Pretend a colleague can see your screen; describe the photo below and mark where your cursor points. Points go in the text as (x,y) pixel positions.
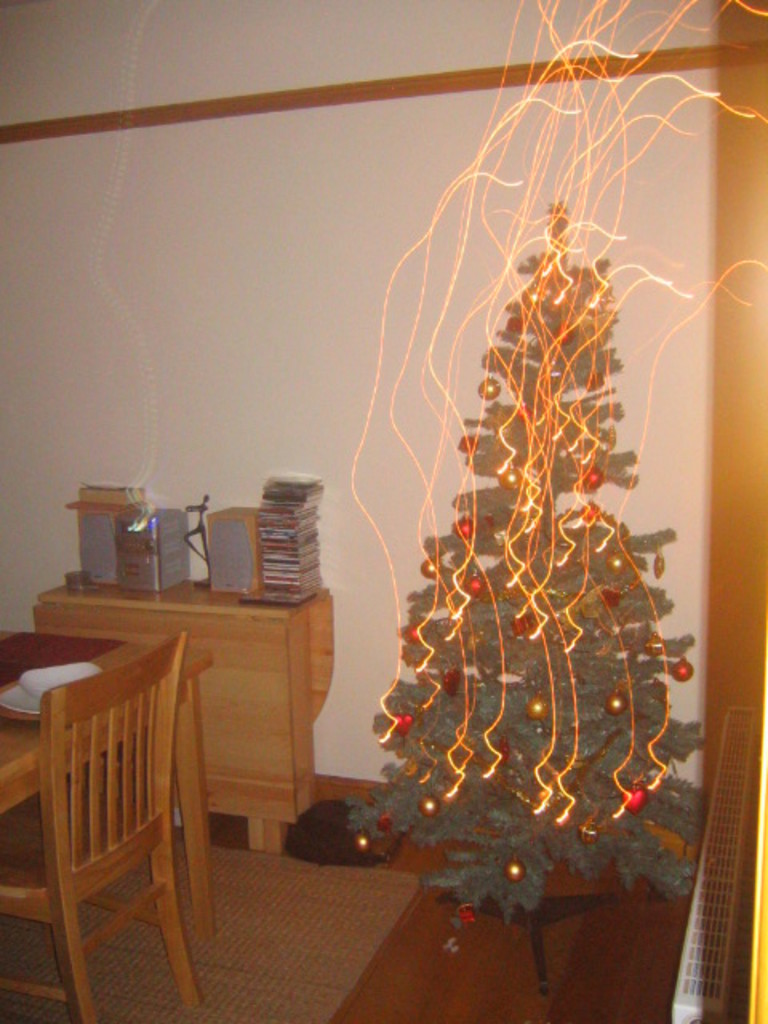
On the left side of the image (15,795) there is a table (15,795) with plates (46,680). And also there is a chair (73,777). Beside the table (109,660) there is a cupboard (291,661). On the cupboard (171,629) there are speakers (259,579) and also there are few other items (202,539). On the right side of the image (653,802) there is a Christmas tree (468,693) with decorative things (524,617). Behind that there is a wall (700,407). On the right corner of the image (728,805) there is a white color object (704,970). On the floor (656,930) there is a floor mat (334,931).
